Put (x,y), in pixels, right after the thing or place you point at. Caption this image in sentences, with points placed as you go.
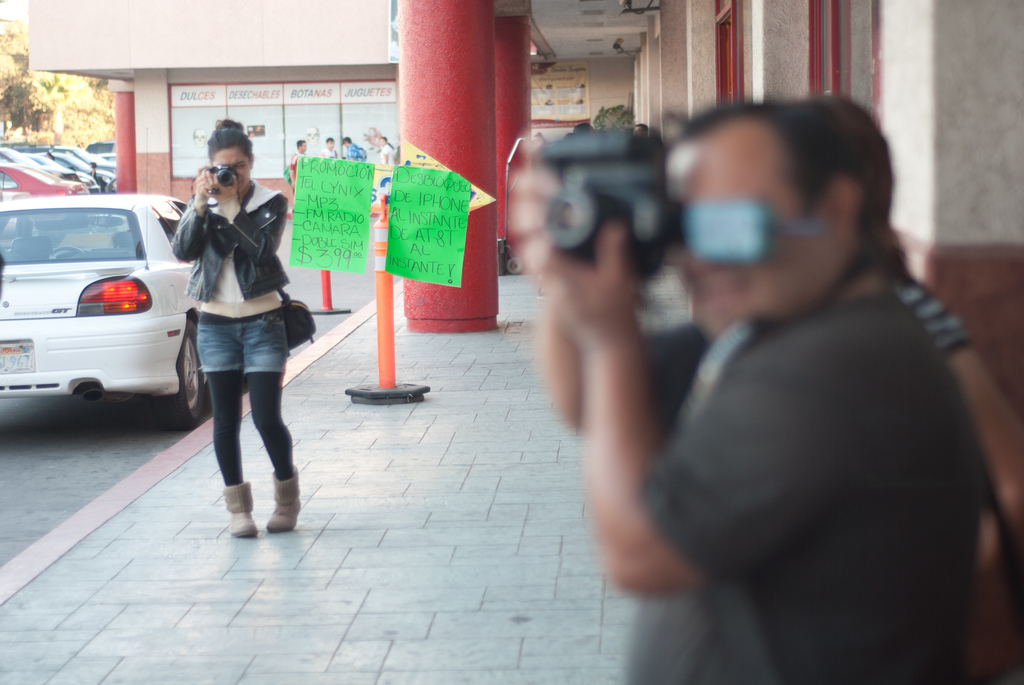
In this image we can see a few people (628,351), two of them are taking pictures using cameras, there are posters (575,103) and text (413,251) on the wall (43,57), there are poles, posters (411,237) with some text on it, there are trees (80,95), vehicles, and a house (616,76).
